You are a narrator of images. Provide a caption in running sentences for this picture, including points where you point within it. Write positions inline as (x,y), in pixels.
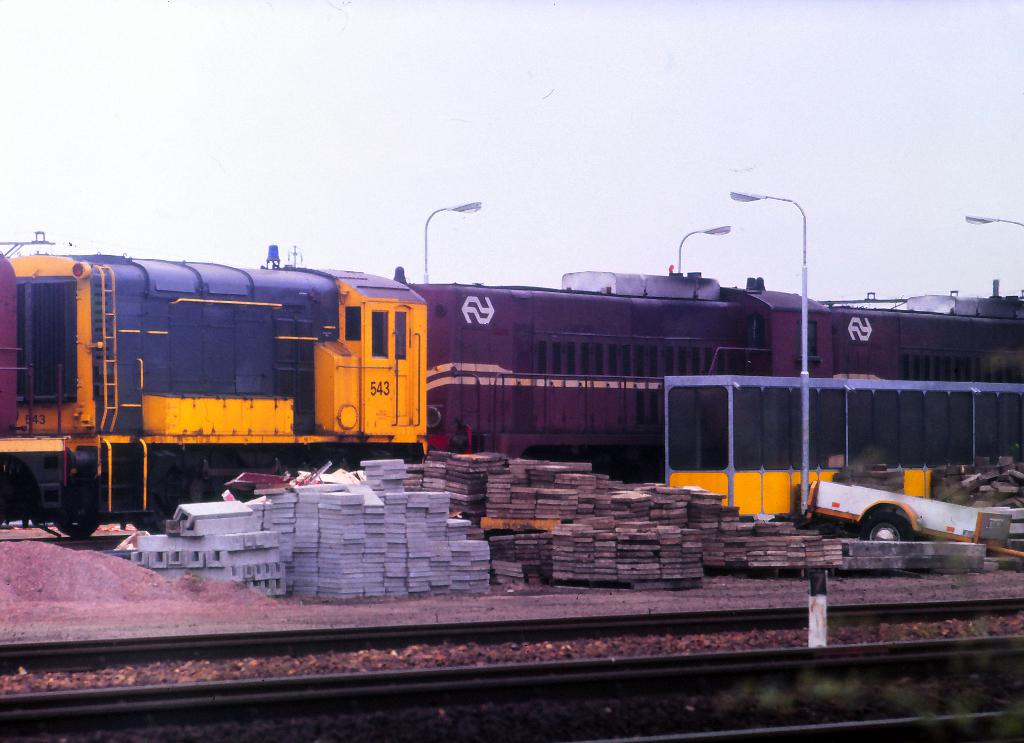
In this image we can see a train (321,434) on the track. We can also see some blocks (295,589), sand (79,611), pole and the fence (694,449) beside the train (651,416). we can also see the sky (569,207).
